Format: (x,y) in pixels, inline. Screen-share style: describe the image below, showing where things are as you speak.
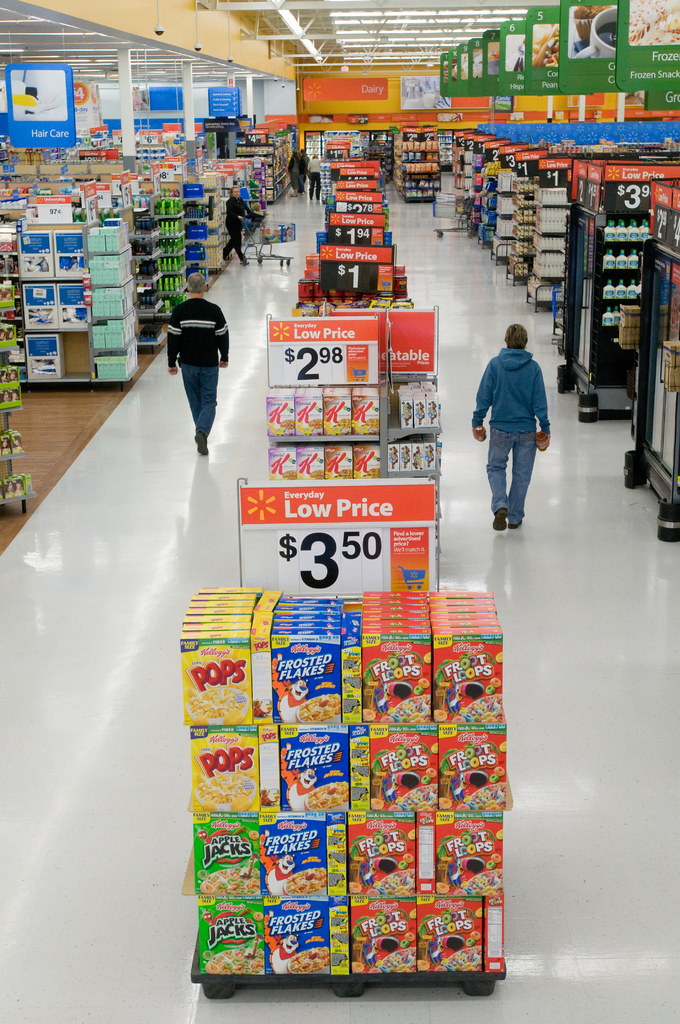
This is the picture of a building (502,137). In this image there are boxes (530,191) in the shelves (18,179). In the foreground (311,735) there are boxes (240,664) and there is text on the boxes (399,901) and there are boards (403,322) and there is text (400,551) and there is price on the boards (256,591) and there are group of people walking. At the top (671,62) there are boards (653,75) and there is text (40,134) on the boards (508,27) and there are lights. At the bottom (633,765) there is a floor (549,710).
